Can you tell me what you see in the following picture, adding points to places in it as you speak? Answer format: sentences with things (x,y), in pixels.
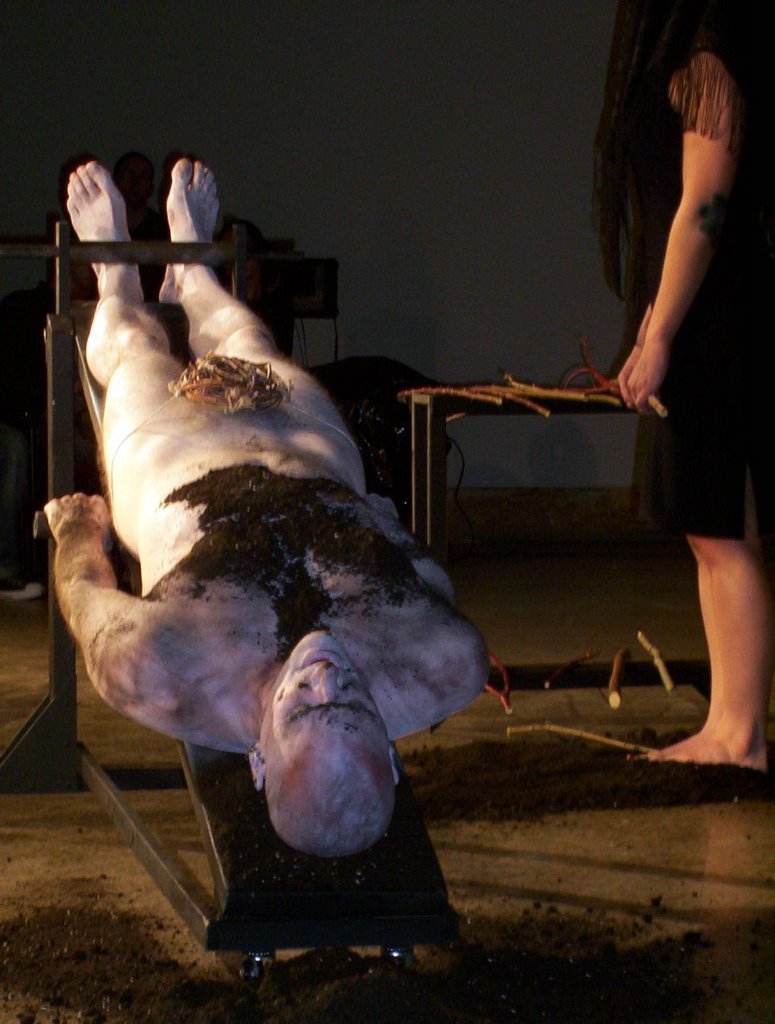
In this image we can see a person (160,428) lying on the wooden object (365,888). We can also see a person (696,424) standing and holding an object (661,407). We can see the soil (322,956) on the floor (435,959). In the background (397,54) we can see the wall (385,50) and also a person (140,174).
